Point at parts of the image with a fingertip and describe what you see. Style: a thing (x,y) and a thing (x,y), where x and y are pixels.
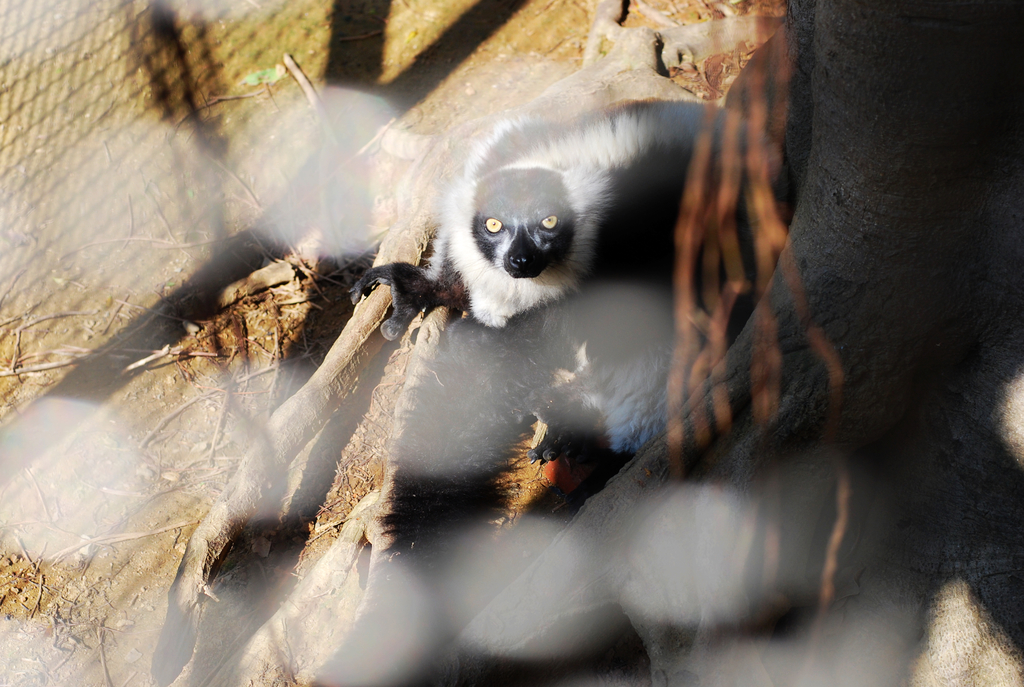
In this image I can see an animal (450,213) which is in white and black color. To the side I can see the branch (840,188) of the tree (800,268). To the left (179,342) there is a ground (179,342).
